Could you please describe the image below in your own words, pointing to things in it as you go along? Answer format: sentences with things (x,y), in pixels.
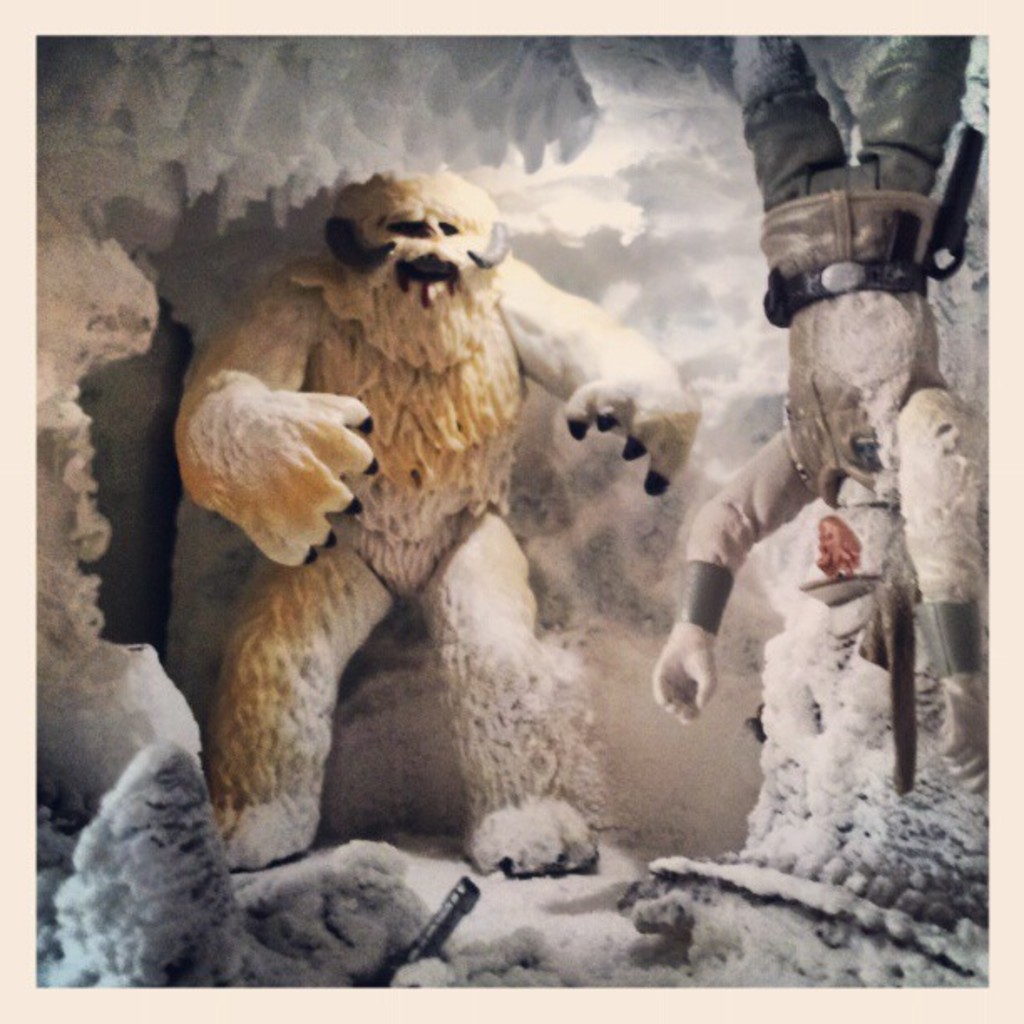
In this image I can see a white colour sculpture (320,602) of a yeti (241,672) and sculpture (942,513) of a person (900,489). I can also see ice (806,775).
